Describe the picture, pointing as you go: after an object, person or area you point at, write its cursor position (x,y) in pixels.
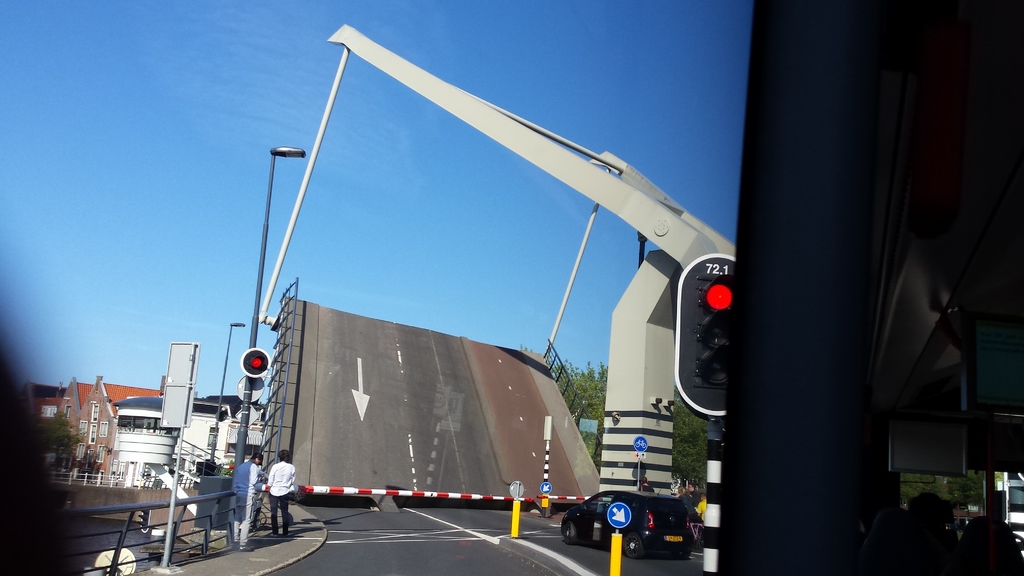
In this image we can see vehicles (641,525) on the road (502,540). On the left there are people (275,525). On the right (694,374) there is a traffic light (692,361). In the background (222,370) there are poles (230,337), trees (590,386), buildings (97,421) and sky (333,207). On the right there is a sign board (618,511). On the left (159,505) there is a fence (230,527).
